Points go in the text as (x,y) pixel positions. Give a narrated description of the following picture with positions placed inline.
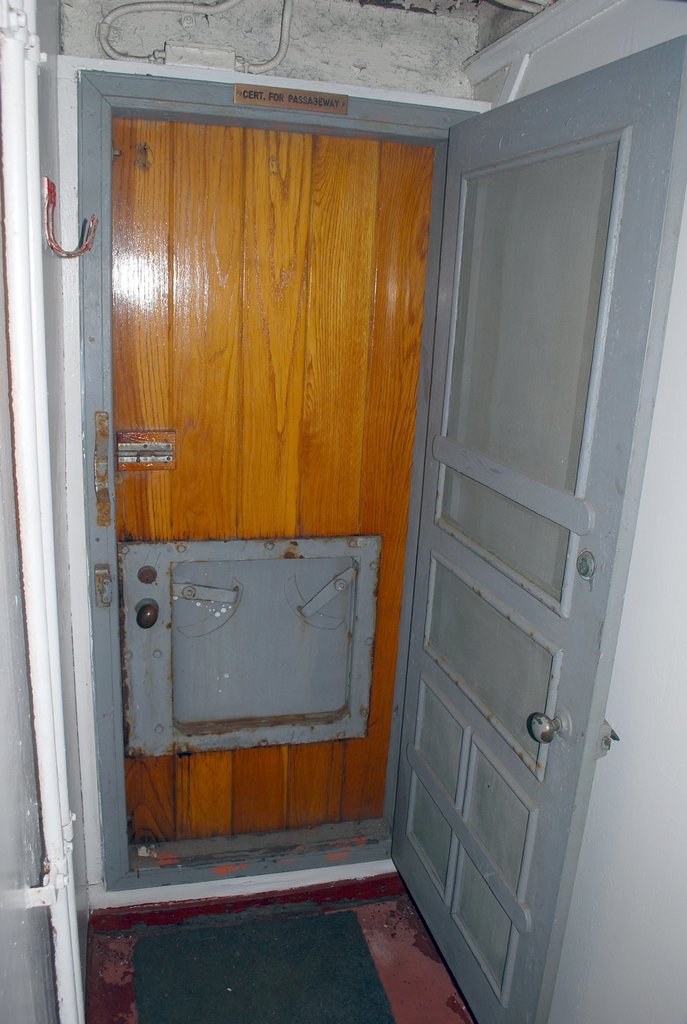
In this image I can see two doors (348,680), they are in gray and brown color and the wall (628,885) is white color.
